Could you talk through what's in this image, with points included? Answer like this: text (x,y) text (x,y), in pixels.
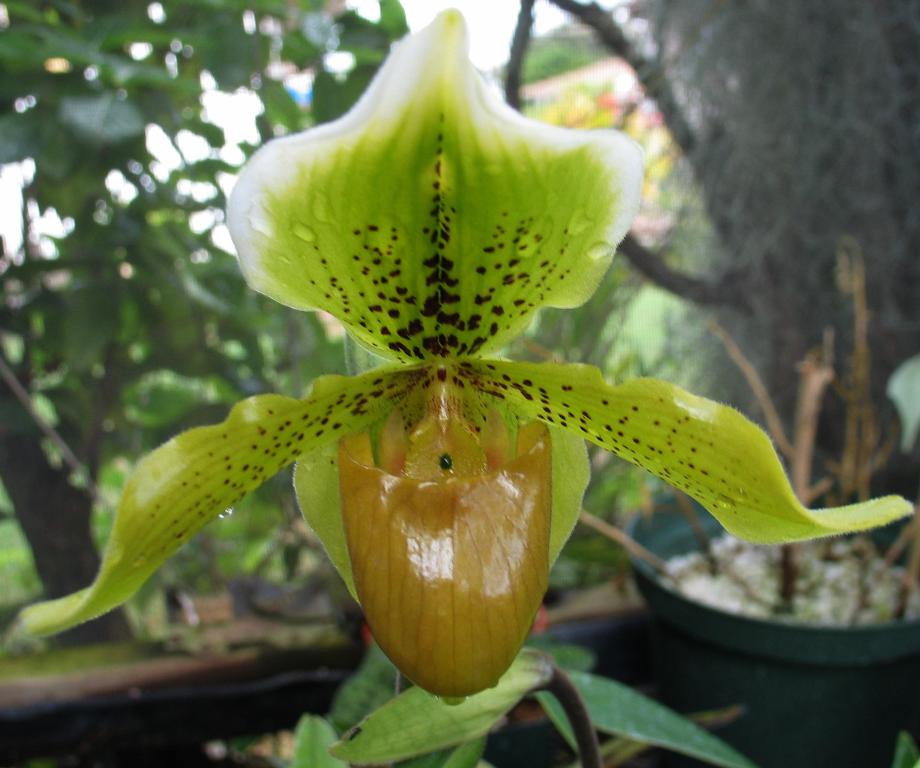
In this picture we can see green flower (473,266) in the front (429,270). Behind there are some plants (158,323) and blur background (147,321).
